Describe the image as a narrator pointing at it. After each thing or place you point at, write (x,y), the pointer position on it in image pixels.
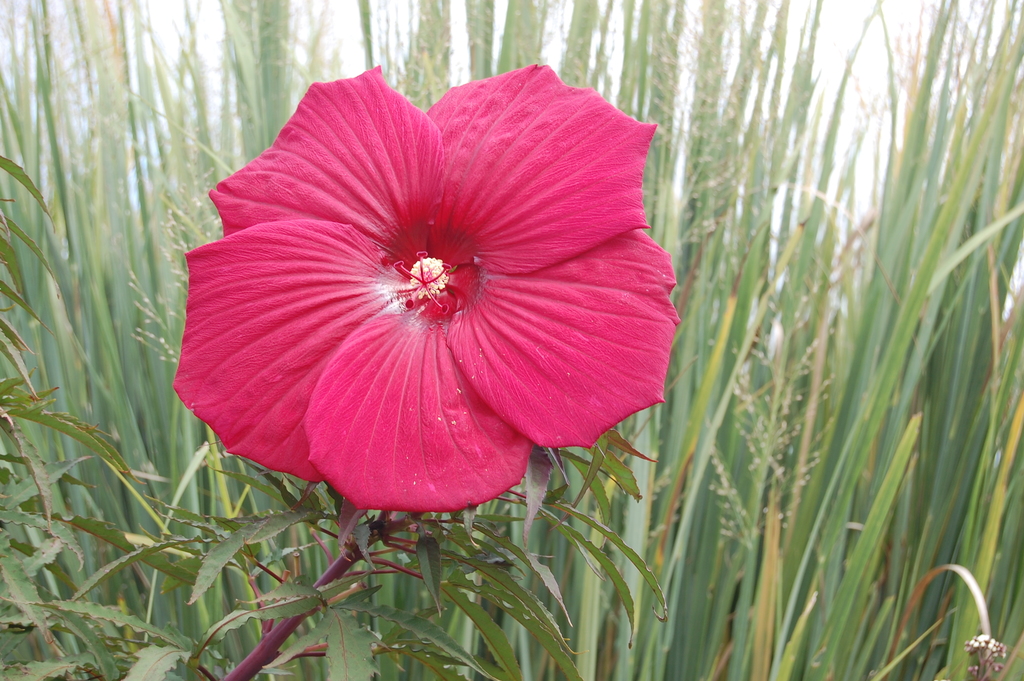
As we can see in the image there is a pink color flower (360,363), plants (43,350) and at the top (800,43) there is a sky (407,50).
